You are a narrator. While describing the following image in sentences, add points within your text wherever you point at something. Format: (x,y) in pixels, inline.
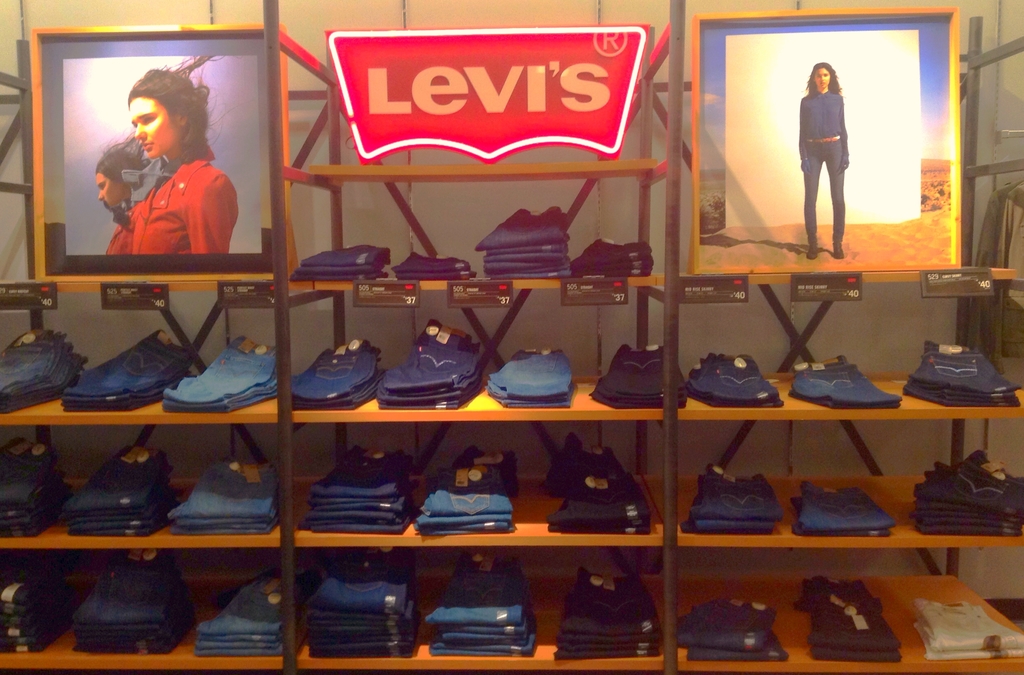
In the image there are many racks (270,543) with pants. There are frames (711,183) with images (743,115) of persons (831,112). And also there is a board (436,67) with name (593,68). And also there are poles (286,541) and few tags (19,292).
